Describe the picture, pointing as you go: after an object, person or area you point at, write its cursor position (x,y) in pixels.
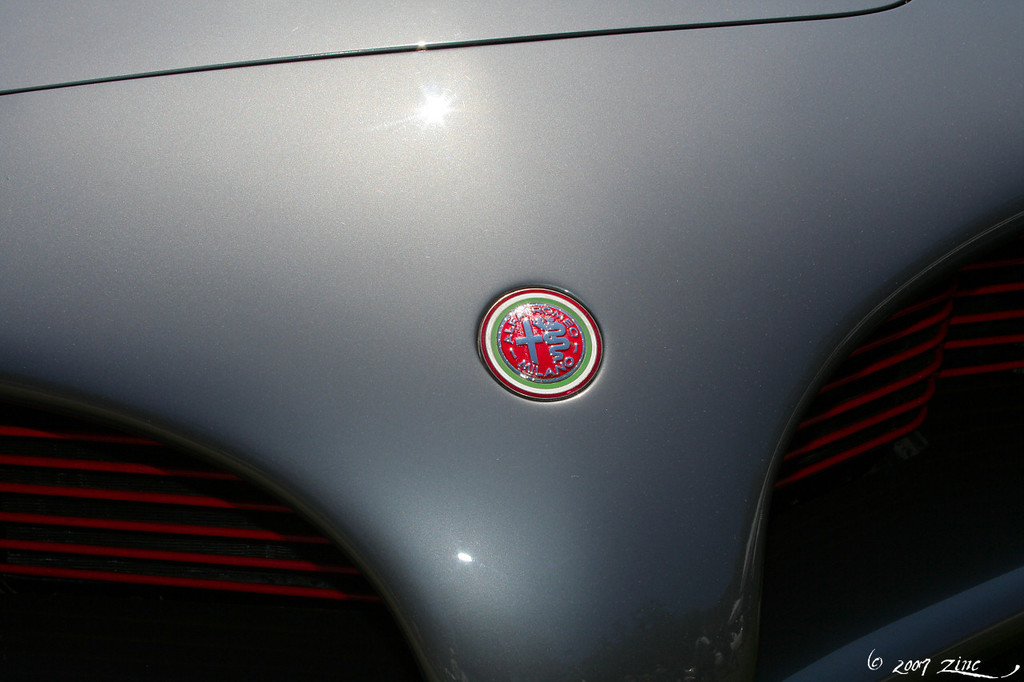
In this image, we can see front view of a vehicle (540,476).
